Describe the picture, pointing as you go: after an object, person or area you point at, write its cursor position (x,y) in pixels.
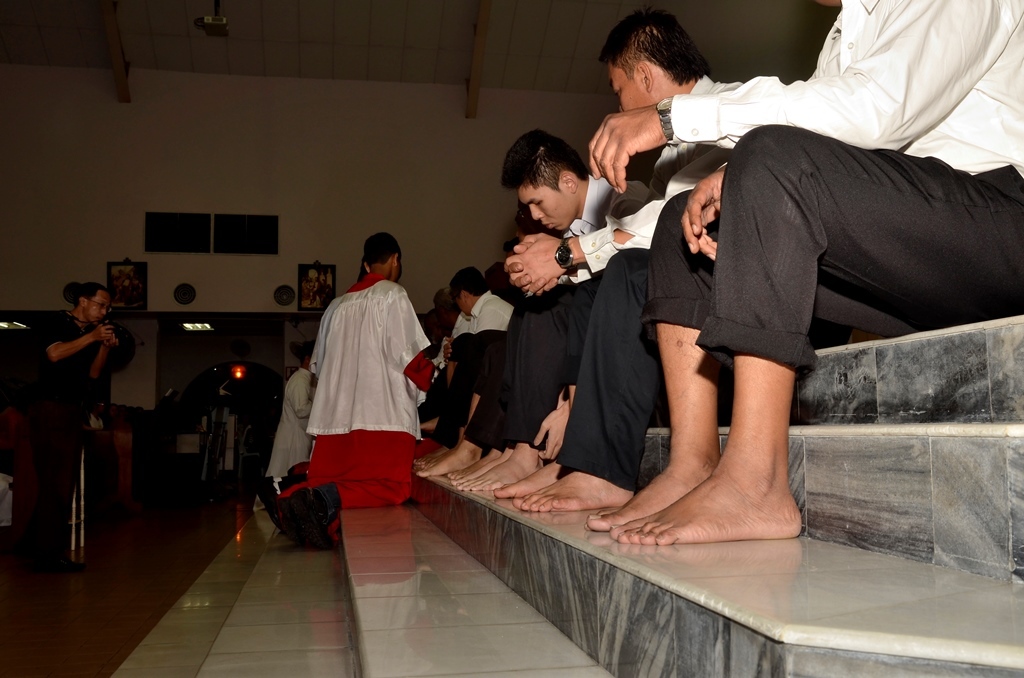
There are some persons (526,378) sitting on the stairs (576,512) as we can see on the right side of this image (687,378). There is one person (72,396) standing and holding a camera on the left side of this image (68,388). There is a wall (210,297) in the background (263,293). There are some photo frames (125,274) attached on it. There is one projector (216,17) is attached to the roof (236,33) at the top of this image (228,36).
